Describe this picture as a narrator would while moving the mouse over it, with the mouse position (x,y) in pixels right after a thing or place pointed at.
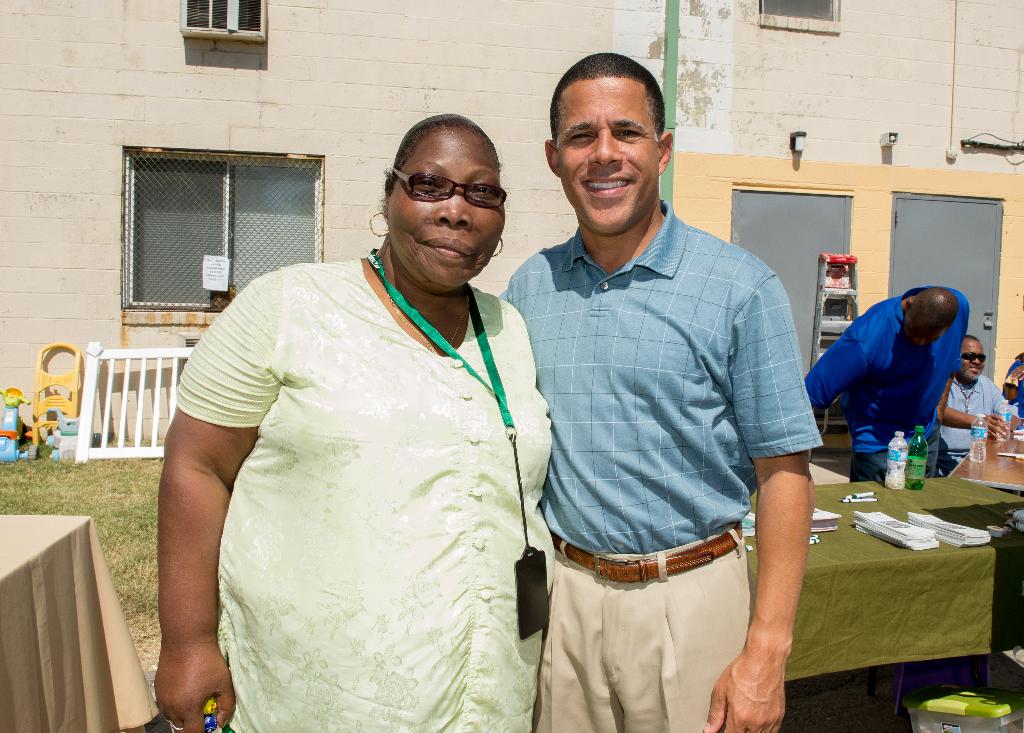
A woman (462,358) wearing a specs (414,195) and a tag (506,411) is standing. Near to her a person (655,406) is standing. And there is a table (891,575). On the table (901,561) there are papers (881,522) pen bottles (891,484). And some people (941,460) are there in the right side (970,382). In the background (315,79) there is a building (168,104), windows (178,238), toys (45,401), grass lawns (87,496), and a ladder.
